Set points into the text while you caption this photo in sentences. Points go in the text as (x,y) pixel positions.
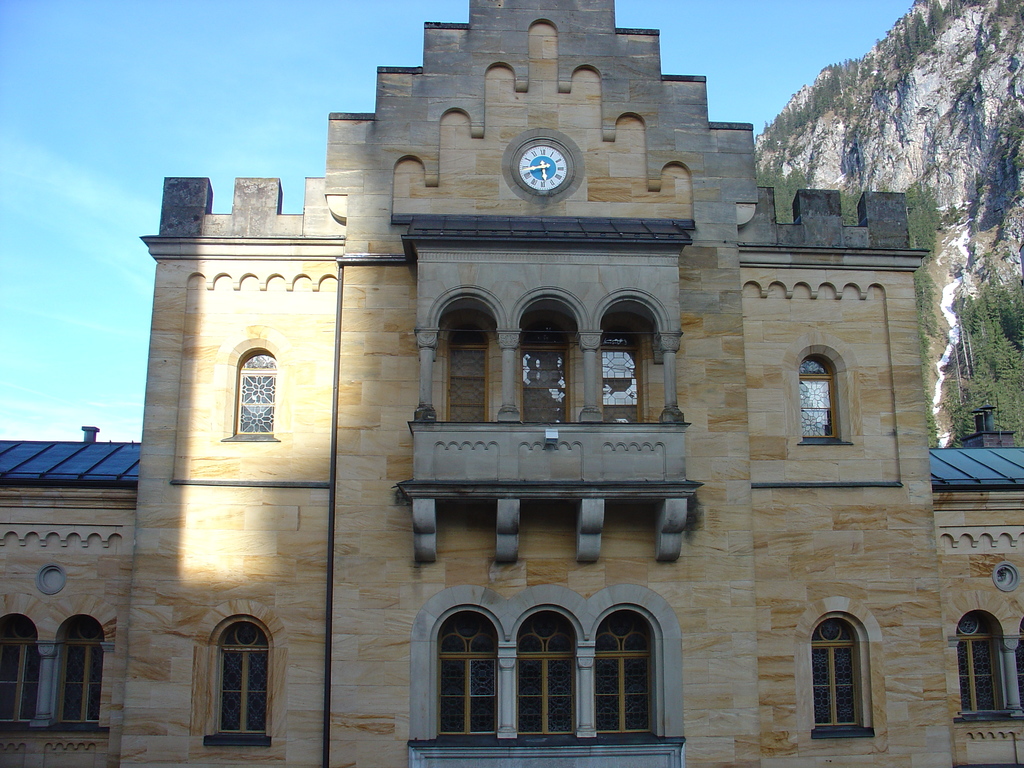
In this image, we can see a building (343,594), wall (326,573), glass windows (16,670), pillars (511,405) and clock (550,175). In the background (955,28), there is the sky (51,198), mountain (880,123) and trees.
